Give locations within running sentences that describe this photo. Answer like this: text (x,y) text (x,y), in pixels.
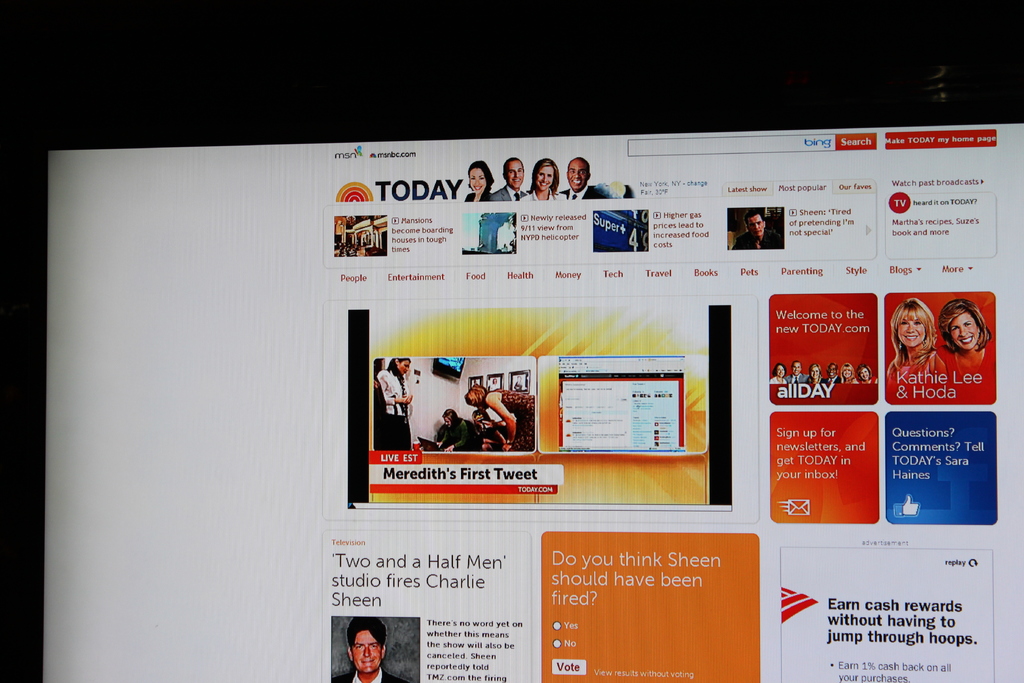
This image looks like a screen (246,283), and there are many advertisements (503,431) on the screen (662,499).
